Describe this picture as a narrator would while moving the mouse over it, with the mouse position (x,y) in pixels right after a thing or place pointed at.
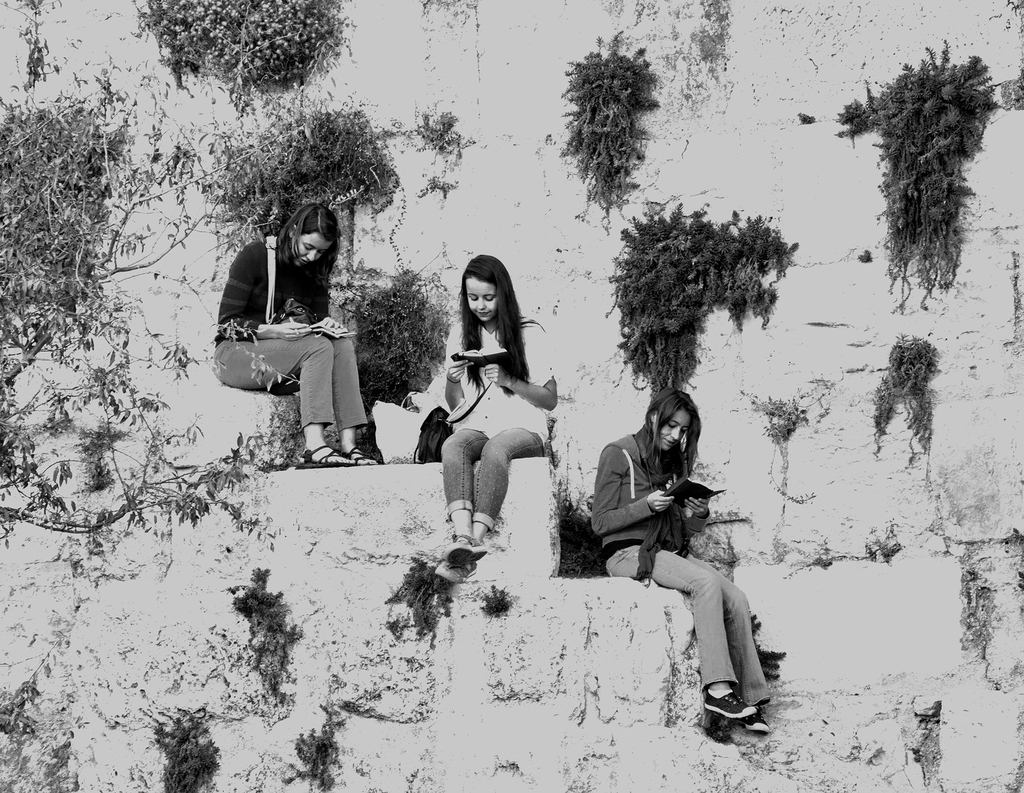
In this image I can see it is a black and white image, three girls (490,507) are sitting on the stairs (510,492) and reading the books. There are plants (379,343) on this wall (510,496).
